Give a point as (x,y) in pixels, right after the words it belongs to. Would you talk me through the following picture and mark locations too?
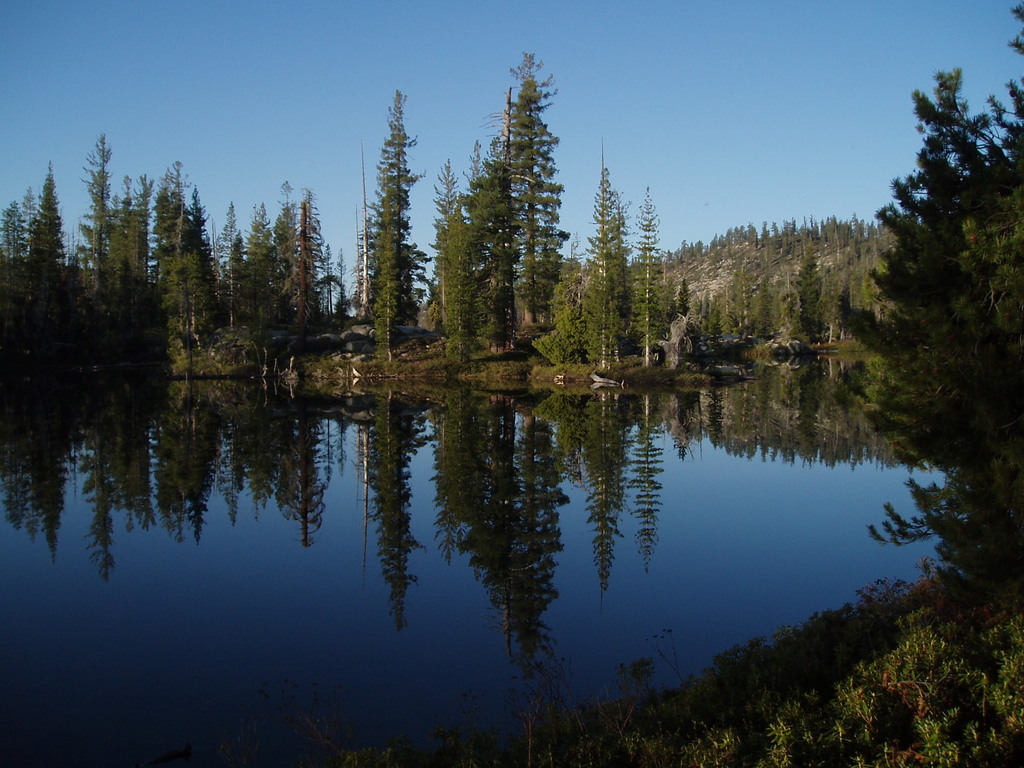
Here we can see water (568,595), plants (743,740), and trees (568,266). On the water (472,627) we can see the reflection (481,570) of trees (642,464). In the background (655,141) there is sky (376,86).
